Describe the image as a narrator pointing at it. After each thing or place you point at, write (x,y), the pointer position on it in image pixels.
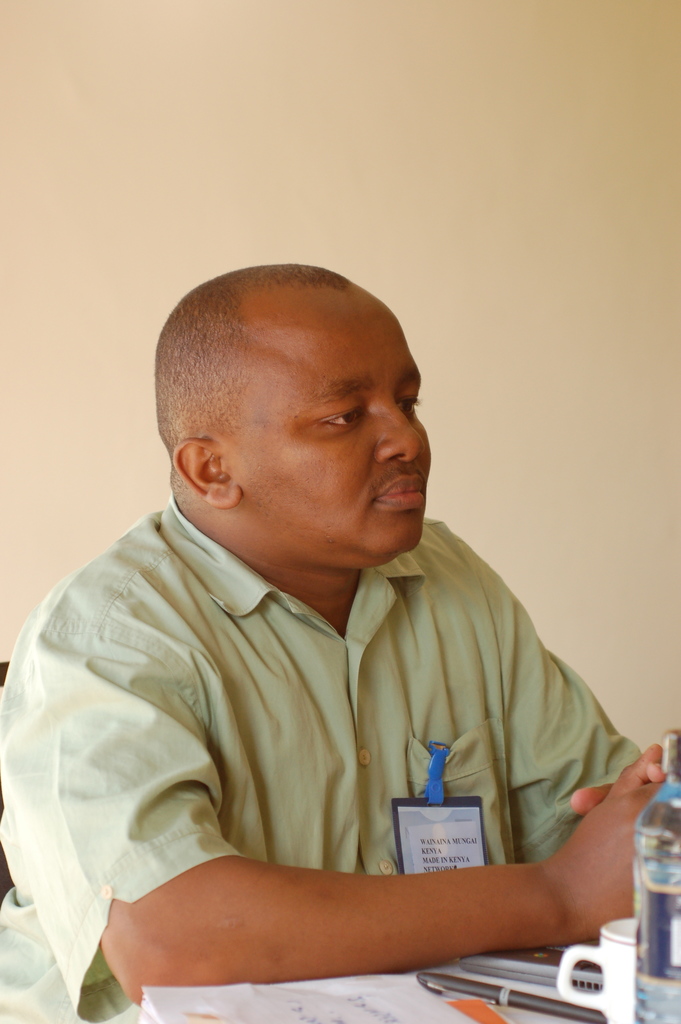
In the image there is a bald headed man (337,430) in light green shirt (251,609) sitting in front of table (291,1015) with paper (411,997), pen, laptop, water bottle (659,952) and cup (611,977) on it, behind him there is wall (136,250).
